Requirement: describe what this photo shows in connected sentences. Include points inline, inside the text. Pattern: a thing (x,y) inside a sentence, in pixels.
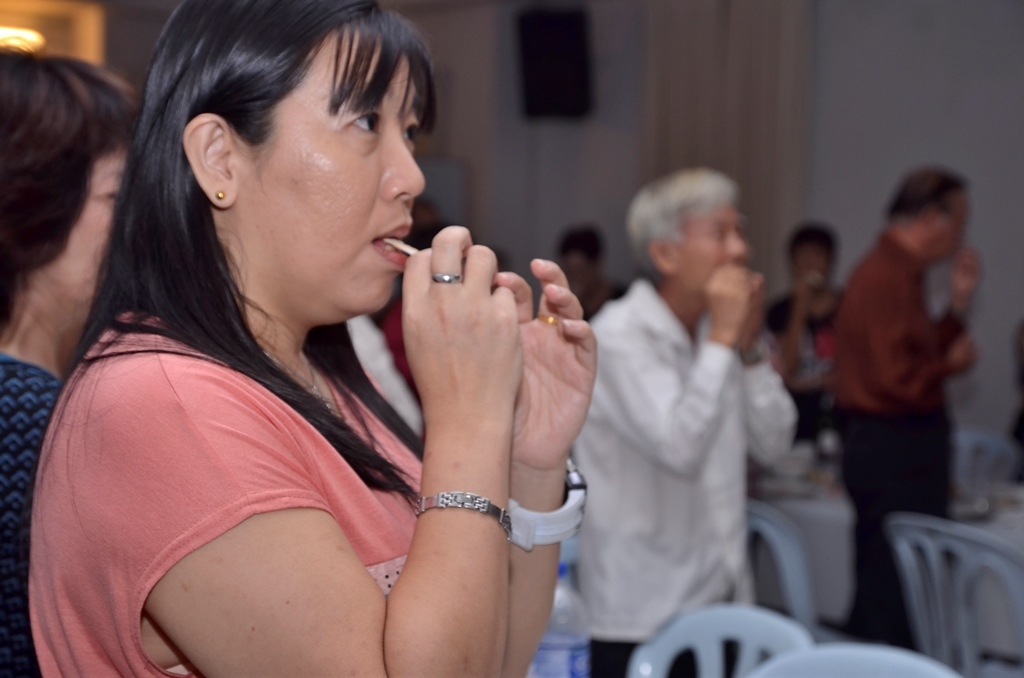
In this image we can see a few people (412,327), a lady (425,311) is eating a food item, there are chairs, table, there is a light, also we can see the wall (880,95), and the background (842,71) is blurred.
